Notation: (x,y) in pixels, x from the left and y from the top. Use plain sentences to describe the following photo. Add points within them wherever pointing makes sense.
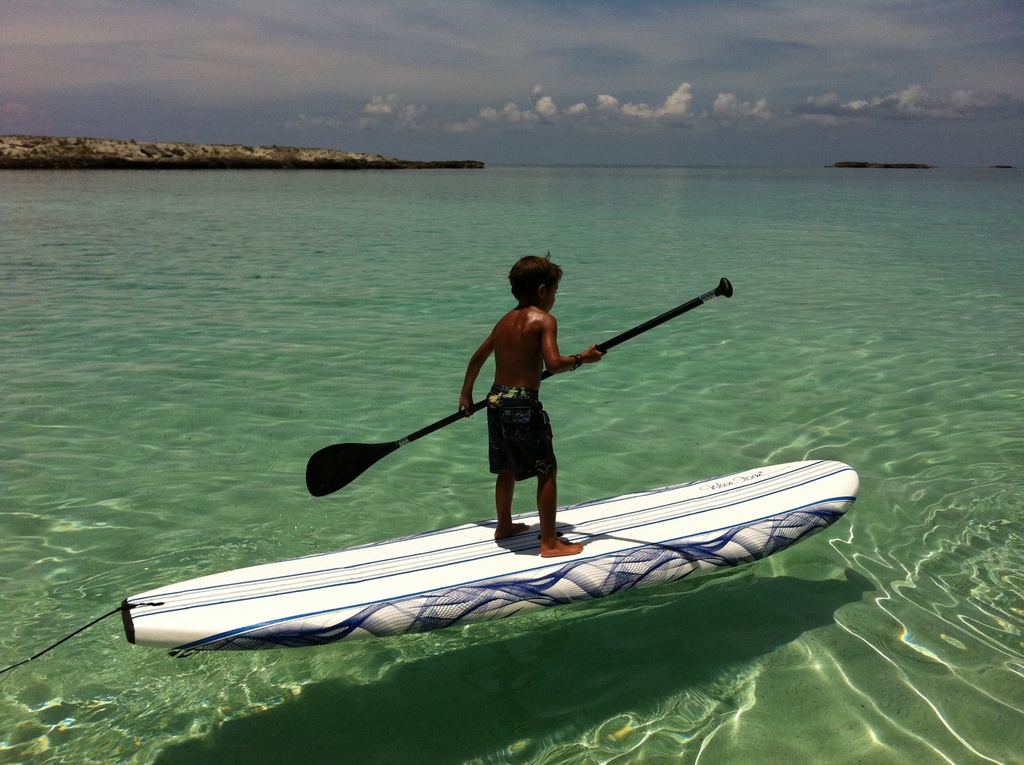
This is the boy (538,399) standing on the paddle board (260,586) and holding the paddle (382,447). This looks like a sea (533,226) with the water (828,328) flowing. I think these are the rocks (343,152). I can see the clouds (683,107) in the sky (854,42).
